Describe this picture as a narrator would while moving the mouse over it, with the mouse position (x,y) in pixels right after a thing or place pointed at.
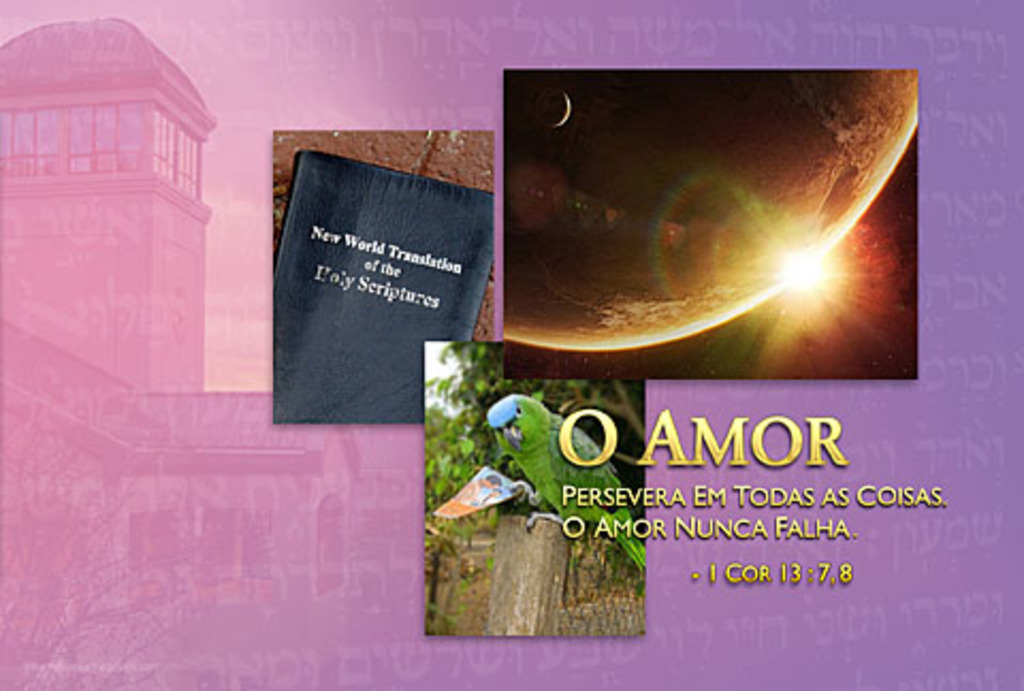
This image edited and made as a collage image. Here I can see three pictures (552,228). In the left side (340,280) picture there is a book (375,293) on which I can see some text (424,302). In the right side (716,189) picture there is a planet (701,255). In the bottom (547,560) image there is a parrot (558,470) on a wooden plank (504,569) and it is holding a photo (488,496). In the background (471,412) there are few trees (468,425). On this image I can see some edited text (662,494). In the background (155,496) there is a building (143,356).
